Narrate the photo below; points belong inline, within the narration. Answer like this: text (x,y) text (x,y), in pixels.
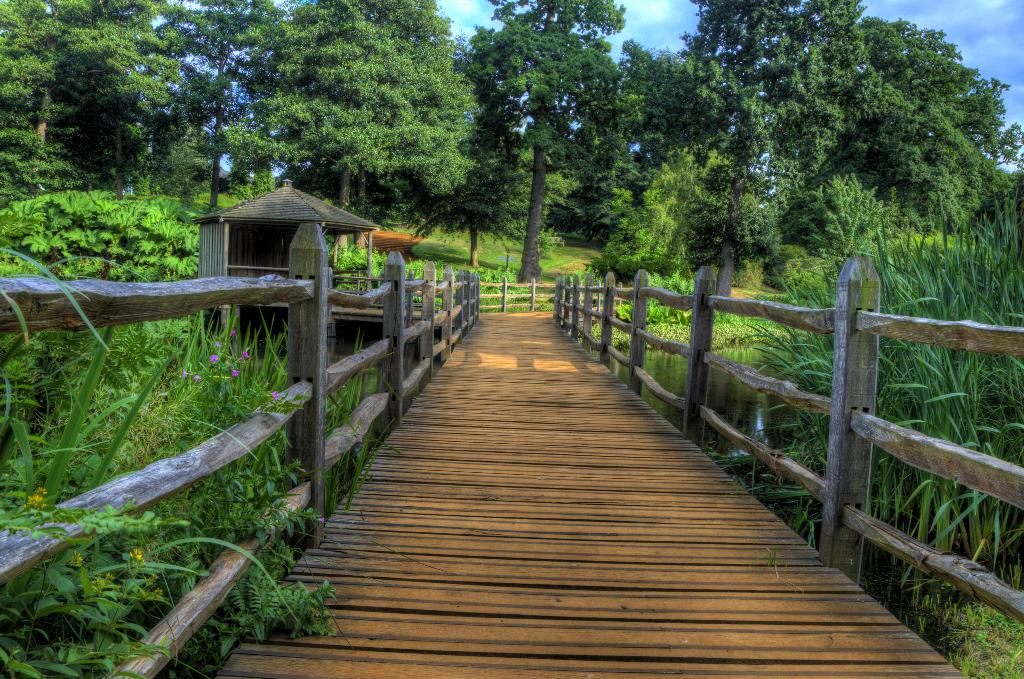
There is a bridge (518,483) having wooden floor (476,543) and wooden fencing (638,348). It is built across the river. On both sides of this bridge (756,383), there are plants (137,266). In the background (826,265), there are plants (627,231), trees (460,127) and grass (582,260) on the ground (470,260) and there are clouds (954,4) in the blue sky (634,27).
